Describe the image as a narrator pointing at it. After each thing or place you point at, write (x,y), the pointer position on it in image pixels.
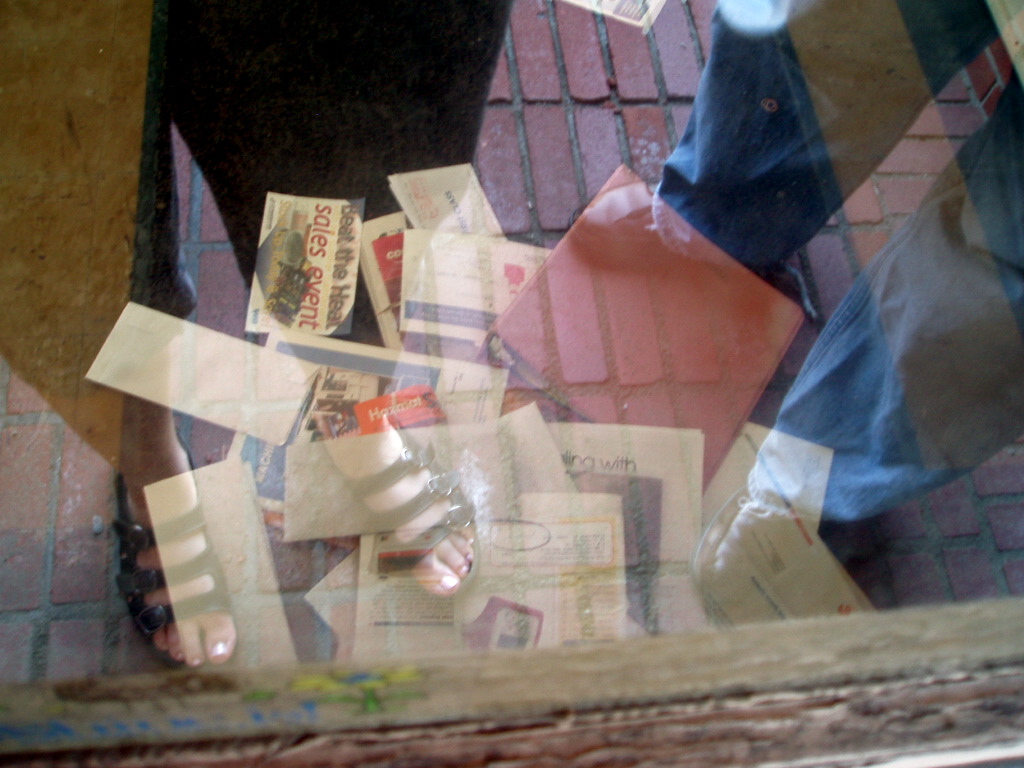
There is a glass window (654,243). Through this window (742,276), we can see, there are covers (209,476) and files (593,282) placed on the floor (588,154). On which, there are two persons (715,156) standing.
